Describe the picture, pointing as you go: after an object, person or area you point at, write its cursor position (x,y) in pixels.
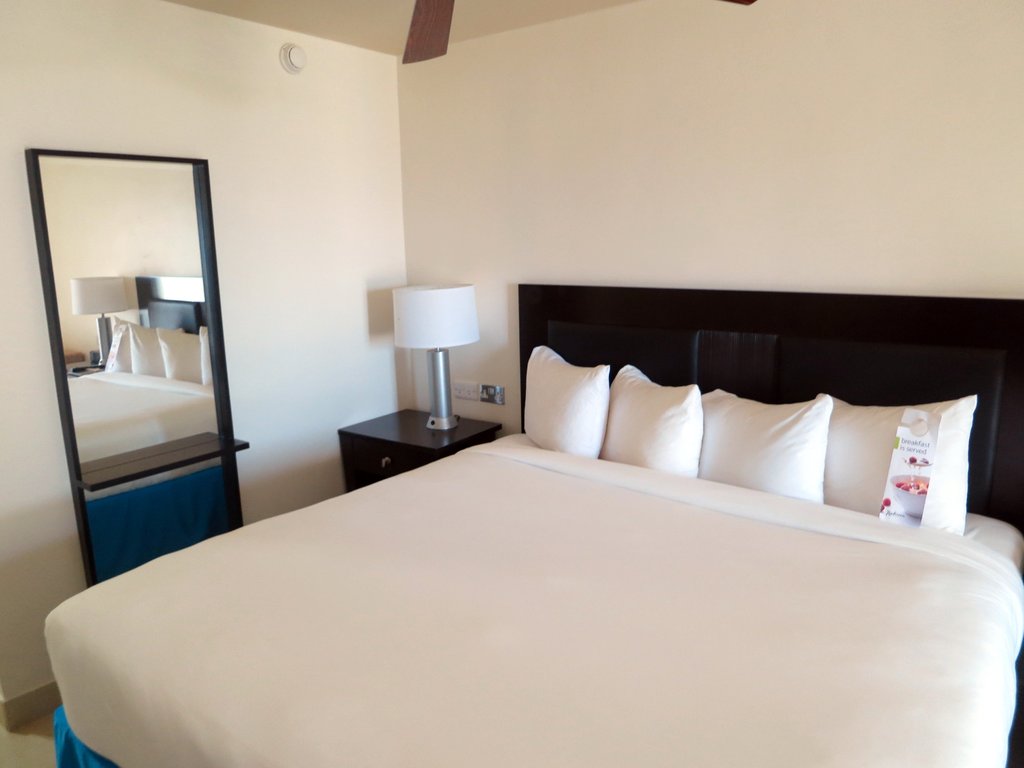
In this image I can see at the bottom (386,599) there is a bed (569,697), on the right side (762,429) there are pillows (671,398), in the middle (448,380) it looks like a lamp (441,322). On the left side (96,278) there is the mirror (147,364).
